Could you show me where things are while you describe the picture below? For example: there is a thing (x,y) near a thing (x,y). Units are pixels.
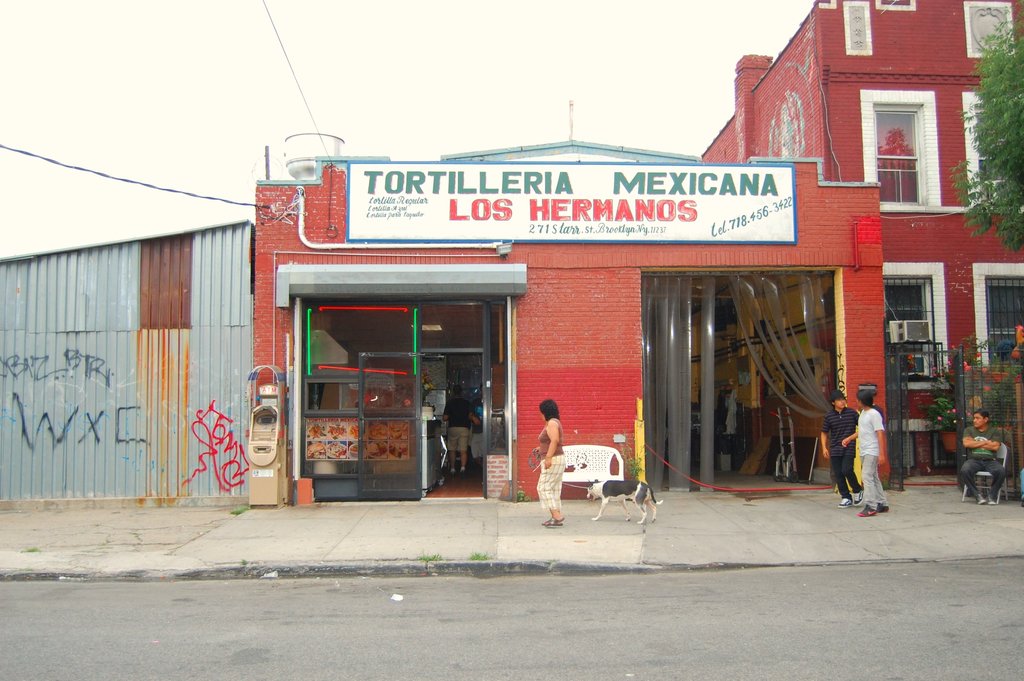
Here in this picture, in the front (380,296) we can see a store (361,292) present and beside that we can see a building (928,66) with number of windows (921,287) present and on the store (699,256) we can see a hoarding (572,241) present and we can see number of things (322,389) present inside it and we can see number of people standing and walking on the ground (551,546) and on the right side (989,445) we can see a person (994,455) sitting on a chair (1002,444) and we can also see plants (980,366) and trees (1000,214) present and we can see wires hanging over there and we can see the sky (229,136) is cloudy.
